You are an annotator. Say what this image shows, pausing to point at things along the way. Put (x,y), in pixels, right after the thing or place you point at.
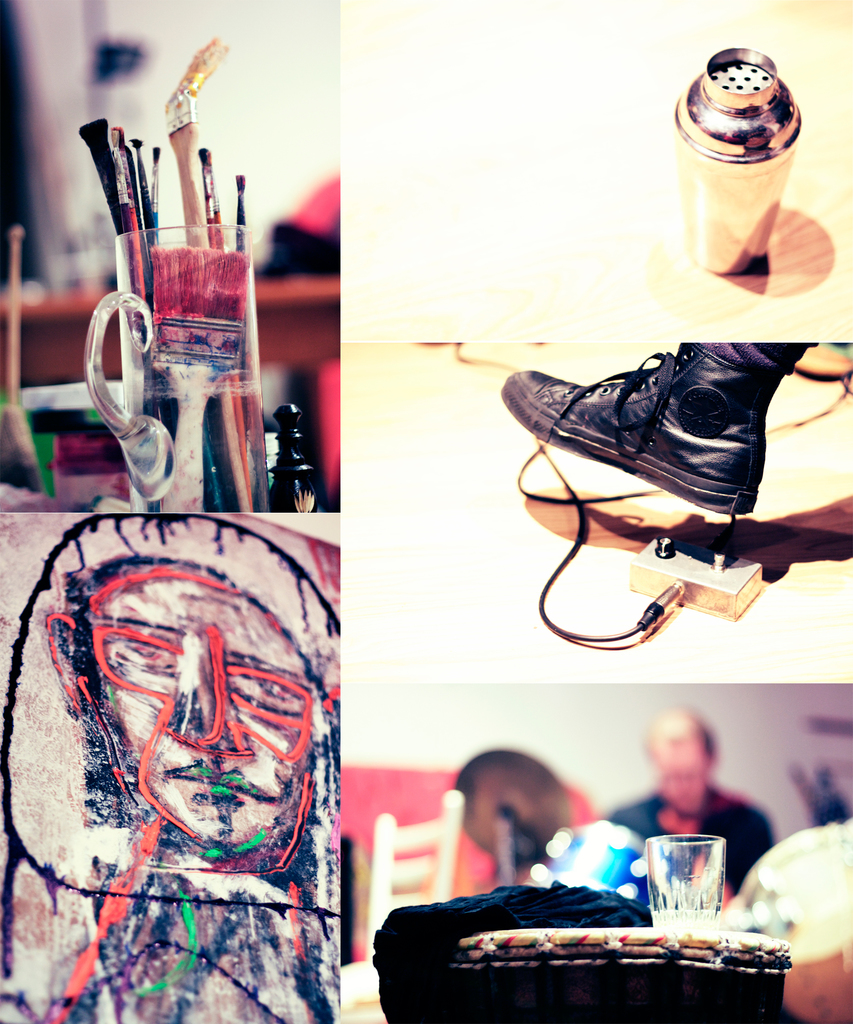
In this image we can see one bottle (685,209) is on the surface (609,246). Some objects (284,240) are there on the table (297,319). One big wall (75,784) is painted and jug (144,461) containing some paint brushes (189,240). Some objects (16,494) are on the surface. There is one glass (664,909), cloth (543,924) on the table (569,955). One person (639,830) is sitting and playing musical instrument (546,851), some objects (829,799) are there on the right side of the person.
